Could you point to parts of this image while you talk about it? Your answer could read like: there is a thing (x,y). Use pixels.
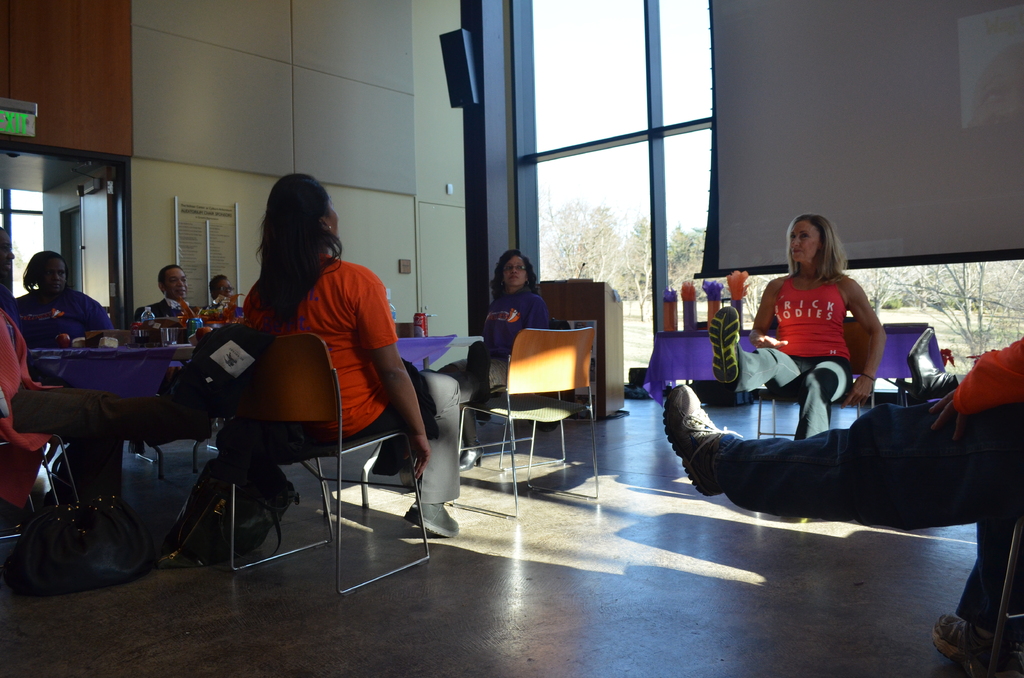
In this picture we can see a group of people (837,259) sitting on chairs (312,414) and in front of them there is table (100,364) and on table (129,352) we can see bottles (149,315), vase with flowers (195,310) and in background (418,303) we can see wall (317,117), window (580,110), screen (776,177), trees (622,232).
